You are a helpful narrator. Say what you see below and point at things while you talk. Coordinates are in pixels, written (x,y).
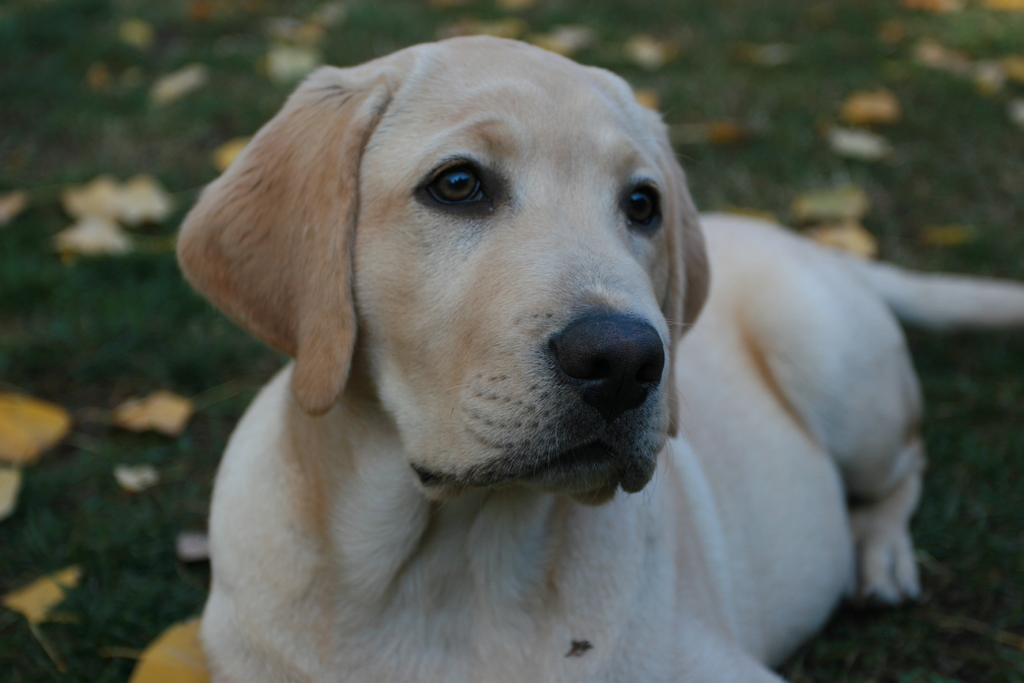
In this image we can see a dog (667,492) sitting on the ground (954,674), also we can see some leaves (89,249), and the background (50,137) is blurred.
